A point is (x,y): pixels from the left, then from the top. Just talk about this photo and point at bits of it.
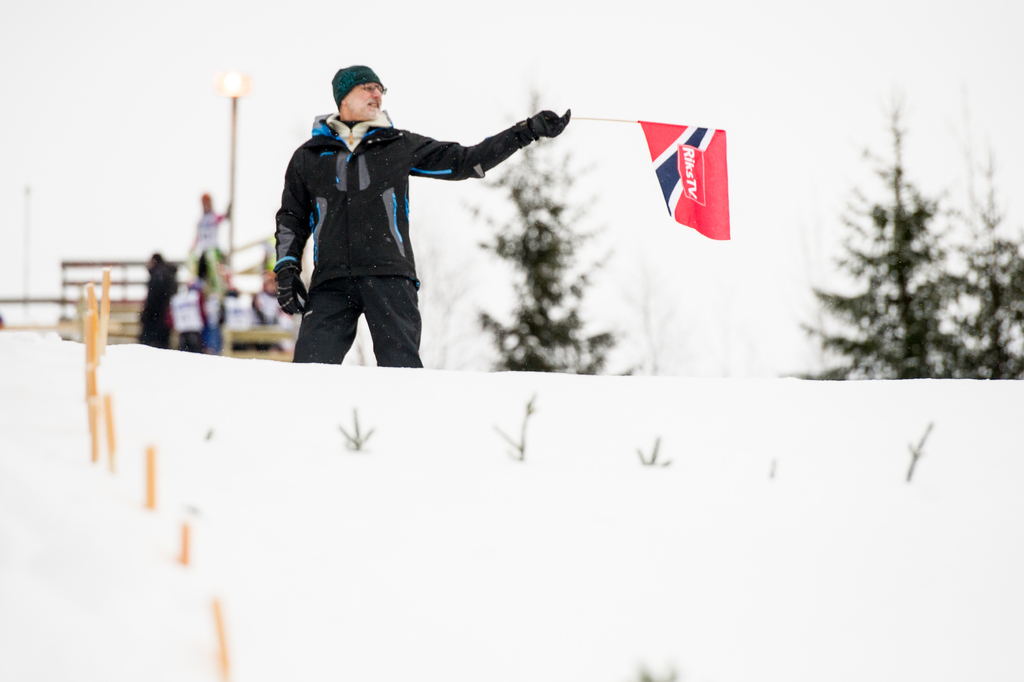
The man (378,222) in the middle of the picture (378,257) wearing black jacket (365,207) and green cap (340,98) is holding a red color flag (663,196) in his hand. At the bottom of the picture (395,535), we see snow (416,502). Behind him, we see people (191,294) standing. In the background (911,306), there are trees (860,310). It is blurred in the background (235,242).
